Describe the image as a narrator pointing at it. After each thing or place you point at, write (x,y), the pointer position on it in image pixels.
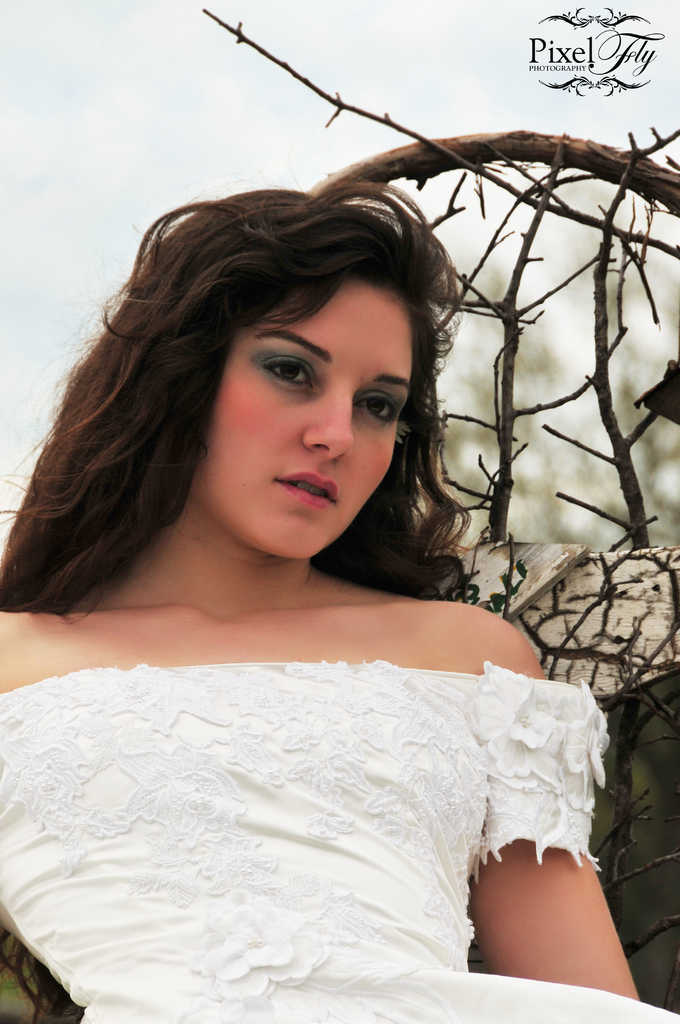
There is one woman (261,759) wearing a white color dress (256,803) is present at the bottom of this image (323,760). We can see dry stems (565,645) on the right side of this image (634,503) and the sky (261,160) is in the background (213,129). We can see a watermark (588,40) in the top right corner of this image (627,47).
